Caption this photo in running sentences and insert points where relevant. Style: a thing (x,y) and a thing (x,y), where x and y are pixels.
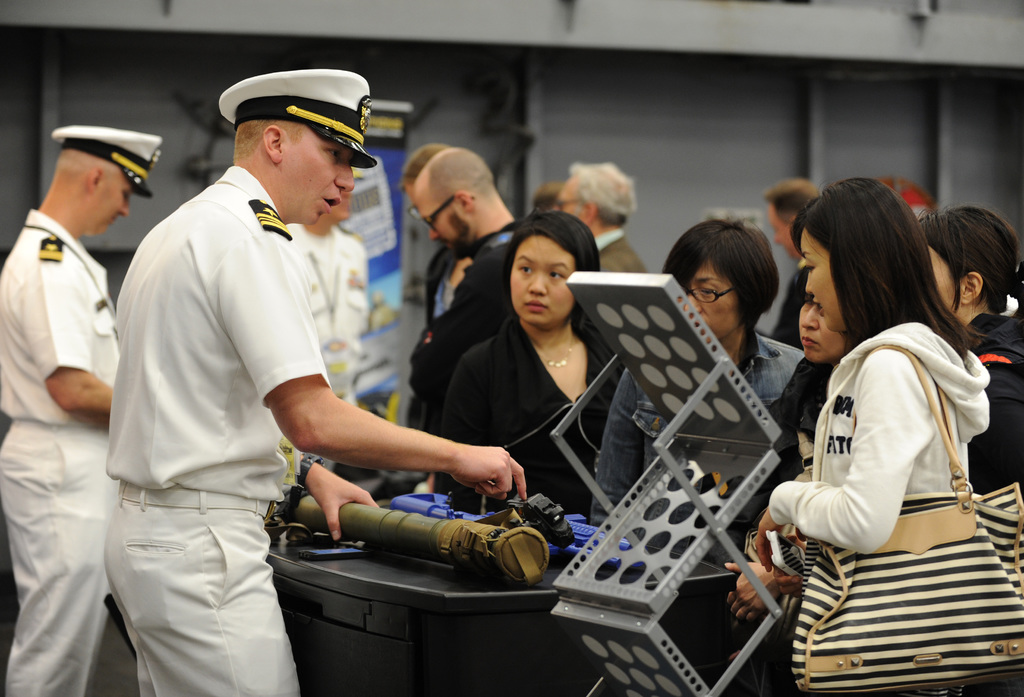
The image is inside of a hall (330,16). In the image there two white color shirt men (139,274) are standing in front of a table (411,571). On table (553,596) we can see a rod (385,529), mobile (326,550) on right side (928,356) there are group of people (625,237) standing in background (723,117) there is a wall (767,91) which is in grey color.
